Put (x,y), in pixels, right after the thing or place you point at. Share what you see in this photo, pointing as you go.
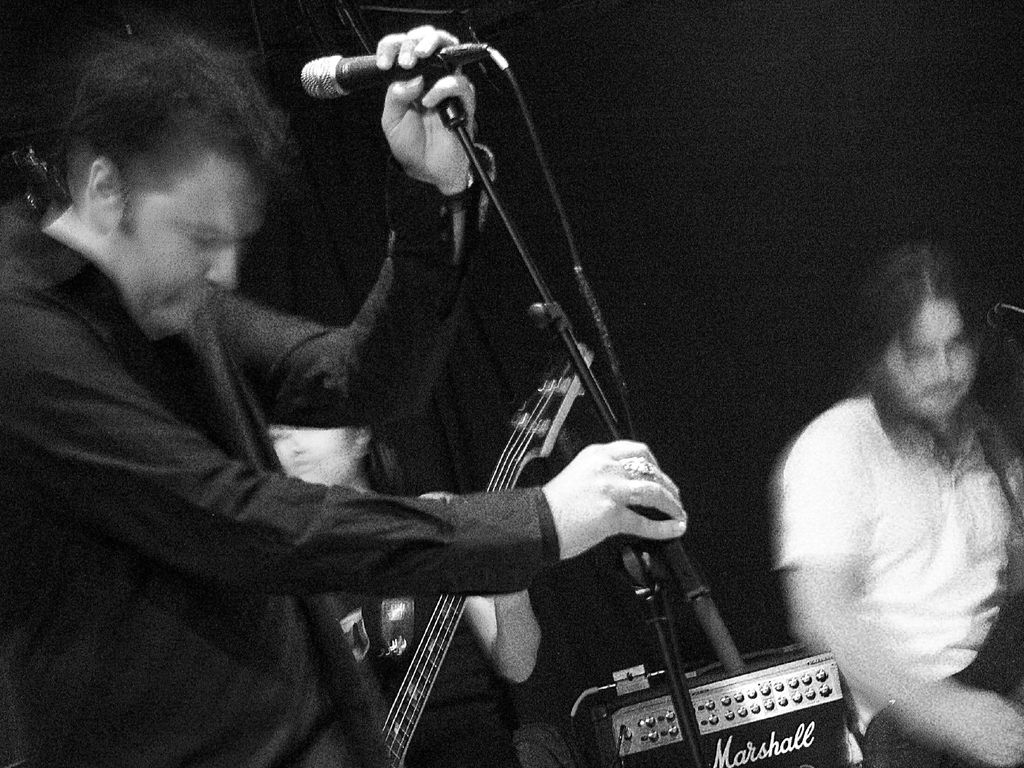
A black and white picture. This person (204,413) is standing and holds a mic (438,60) and holder (456,123). Backside of this person (223,431) there is a woman (302,430) is standing and holds a guitar (453,630). This person (866,414) is sitting on a chair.
